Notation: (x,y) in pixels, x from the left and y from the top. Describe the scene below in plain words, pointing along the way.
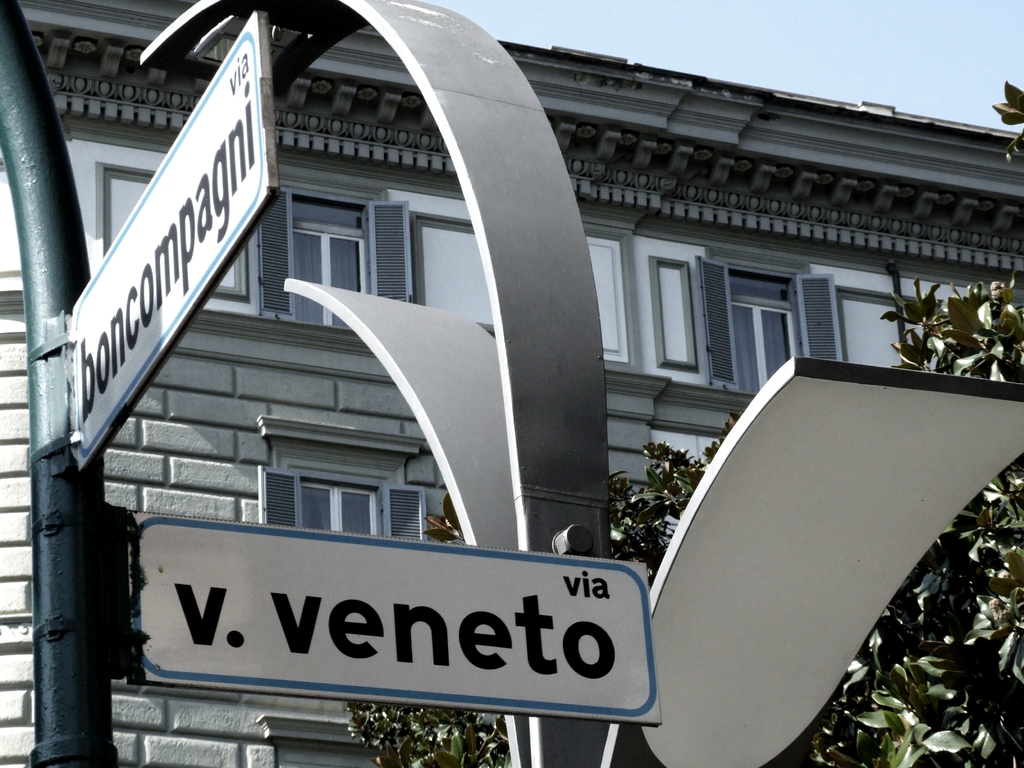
This is the picture of a building (291,206). In this image there are boards (177,569) and lights (899,566) on the pole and there is a text (570,659) on the boards (421,631). At the back (325,337) there is a building (325,337) and there is a tree (951,619). At the top (618,15) there is sky (772,25).
